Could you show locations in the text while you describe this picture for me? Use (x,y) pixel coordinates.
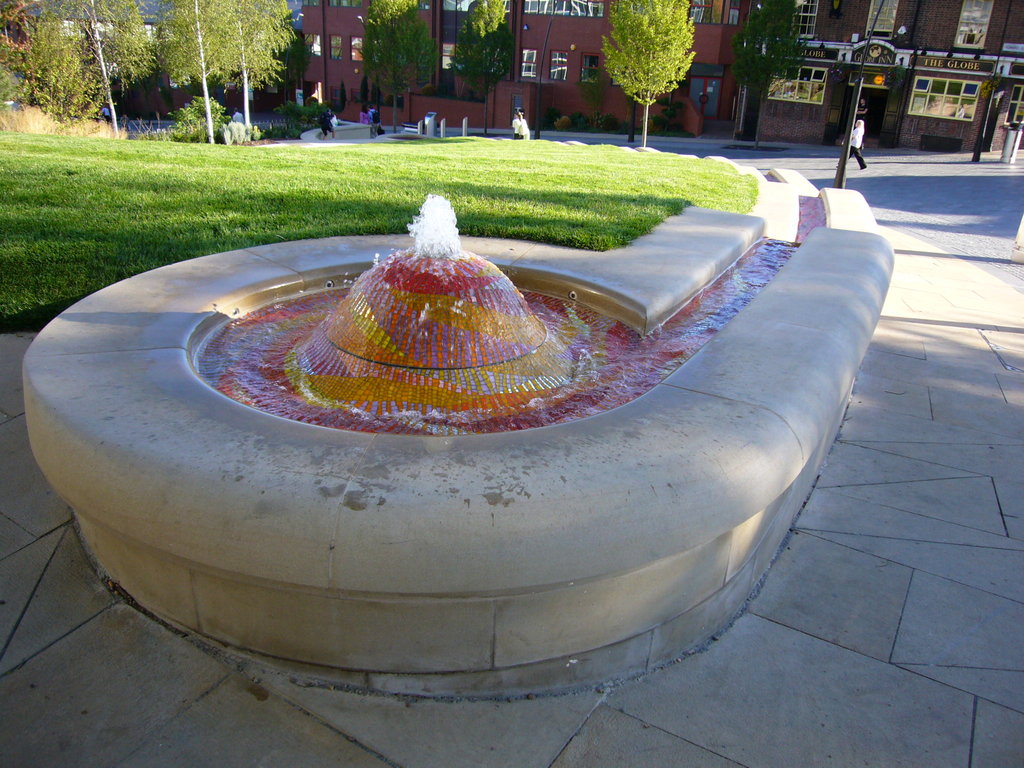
In this image we can see a water fountain (439,258), there are some buildings (814,70), trees (679,68), grass (472,144), poles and windows (812,97), also we can see a few people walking on the road (570,135).
